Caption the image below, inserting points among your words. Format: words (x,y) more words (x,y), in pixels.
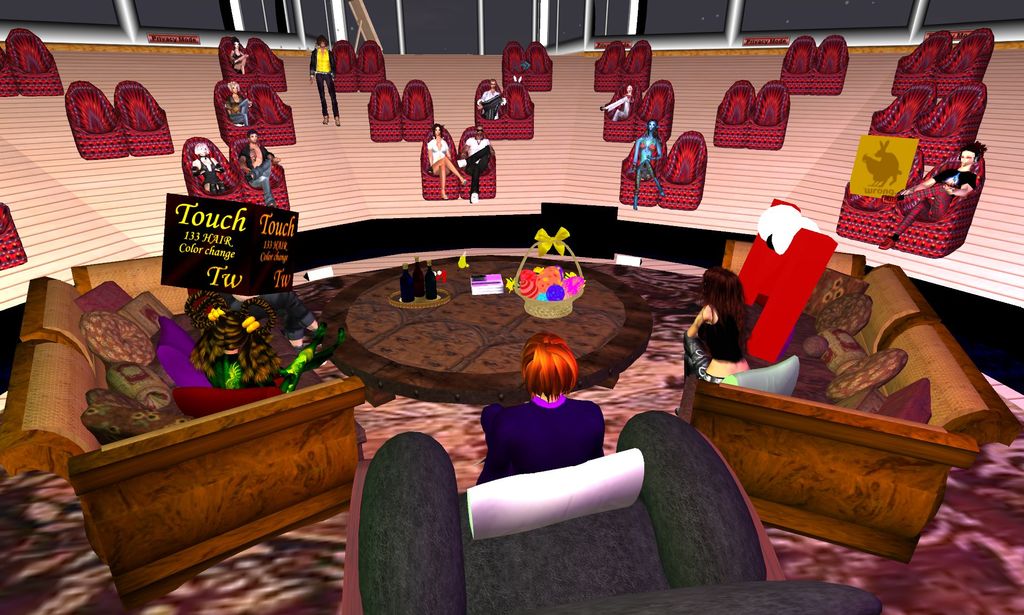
This image consists of a cartoon picture and in this picture we can able to see some persons (929,188) sitting on chairs (917,166) and three persons (242,375) here who are sitting on couches (259,417) and we can able to see a board (193,265) here on that board (231,240) we can able to see touch 133 hair color change tw on it and we can able to see a table (443,368) and on that table (391,317) we can able to see three bottles (408,280) and there is a basket (565,310) on it and here a person (317,75) is standing and he is wearing yellow color shirt (325,66) and there is a sign board (872,170) here which consists of an animal image (883,155) and there is a name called wrong on it.
